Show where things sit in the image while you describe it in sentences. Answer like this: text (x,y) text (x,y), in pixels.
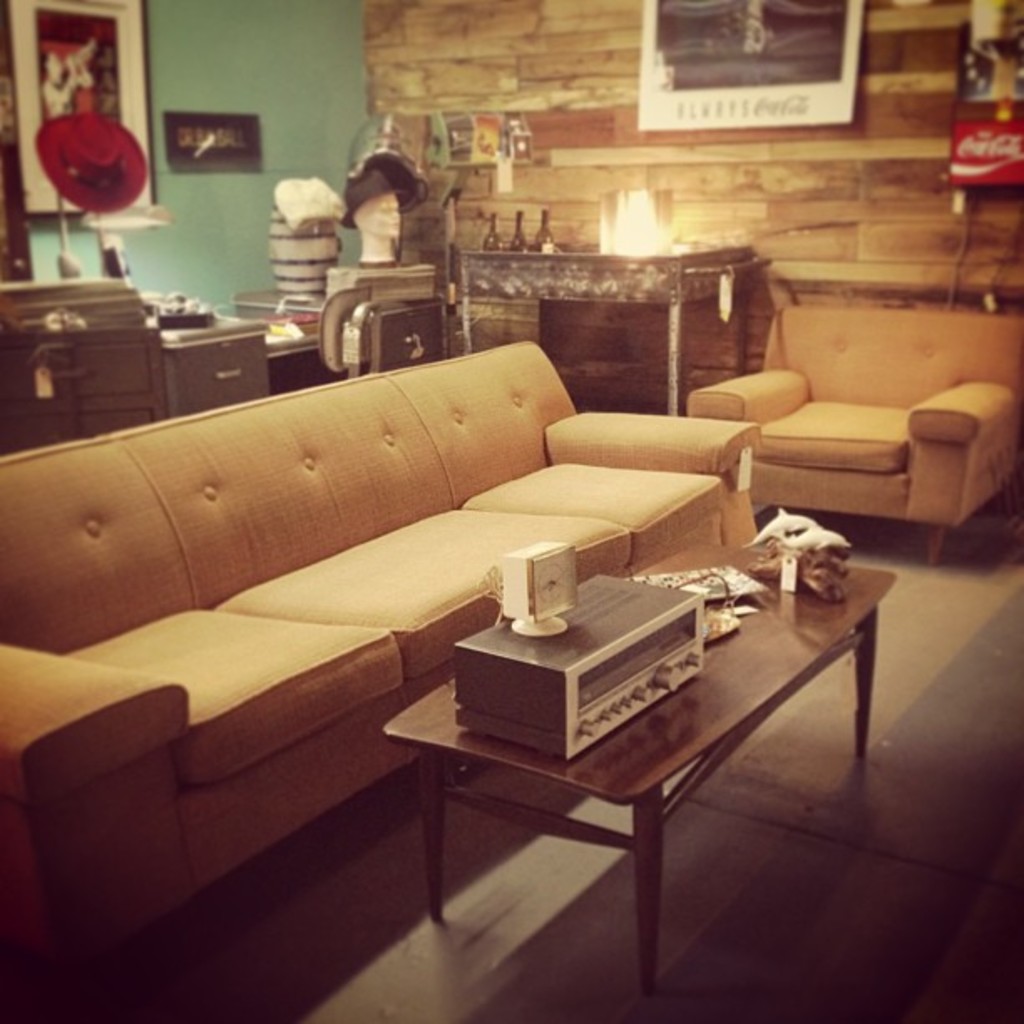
In this image, this is a picture of a living room (355,378), where we have a couch (305,759), clock (509,584), radio (605,635), table (780,642), chair (811,351), desk (599,270), bottle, a mannequin (388,246), frame (224,118) attached to a wall (171,110), a hat (78,115) on a stand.
